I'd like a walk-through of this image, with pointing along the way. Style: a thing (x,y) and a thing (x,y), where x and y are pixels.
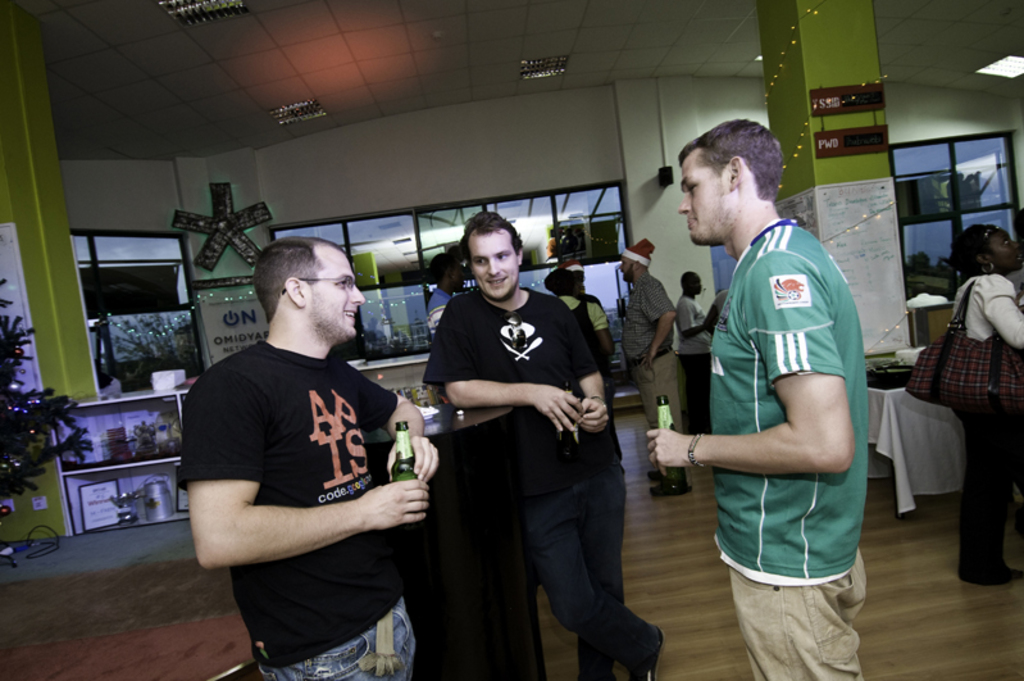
In this image there are people (570,535), inside a hall (629,438) few (560,403) are holding bottles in their hands (682,444), in between the people (494,395) there is a table (537,623), in the background (608,200) there are windows (532,229) on top (549,26) there is a ceiling (302,17) and lights (294,117).
